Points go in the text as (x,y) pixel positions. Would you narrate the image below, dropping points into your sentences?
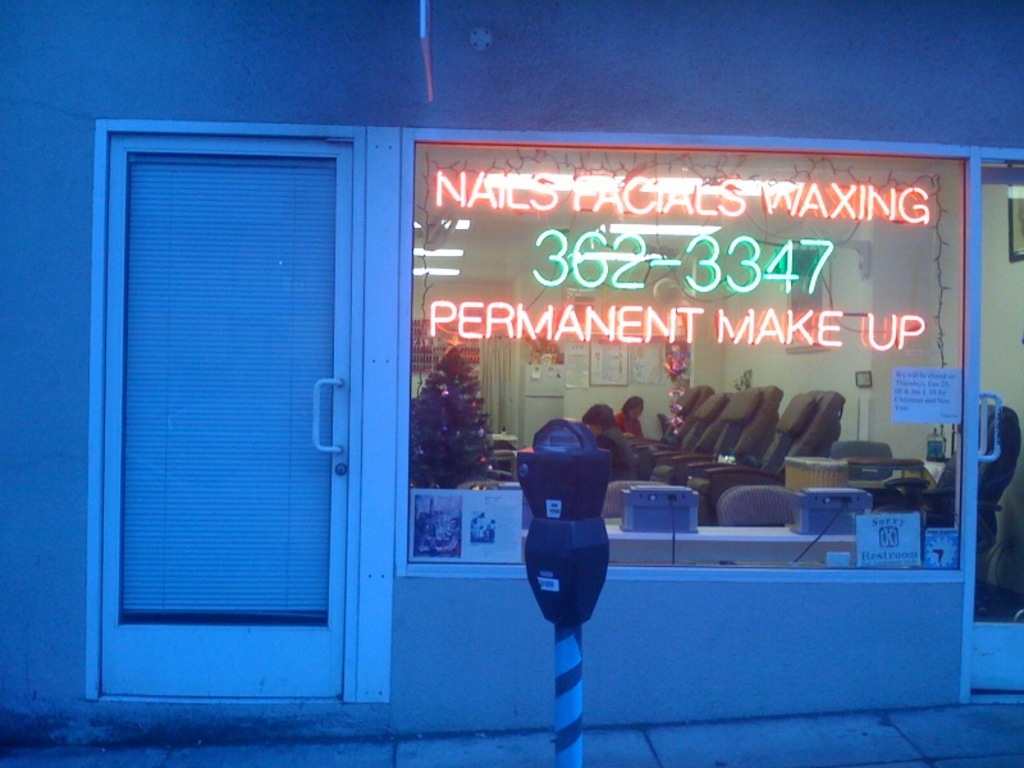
In front of the picture, we see a parking meter (544,588). Behind that, we see a glass window (666,419) and a door (1012,524) from which we can see chairs (726,416), Christmas tree (468,437), a wall (773,358) on which many photo frames (656,383) are placed. We even see two people (630,420) sitting on the chairs (707,412). Beside that, we see a white door (281,444) and beside that, we see a wall (428,726).
